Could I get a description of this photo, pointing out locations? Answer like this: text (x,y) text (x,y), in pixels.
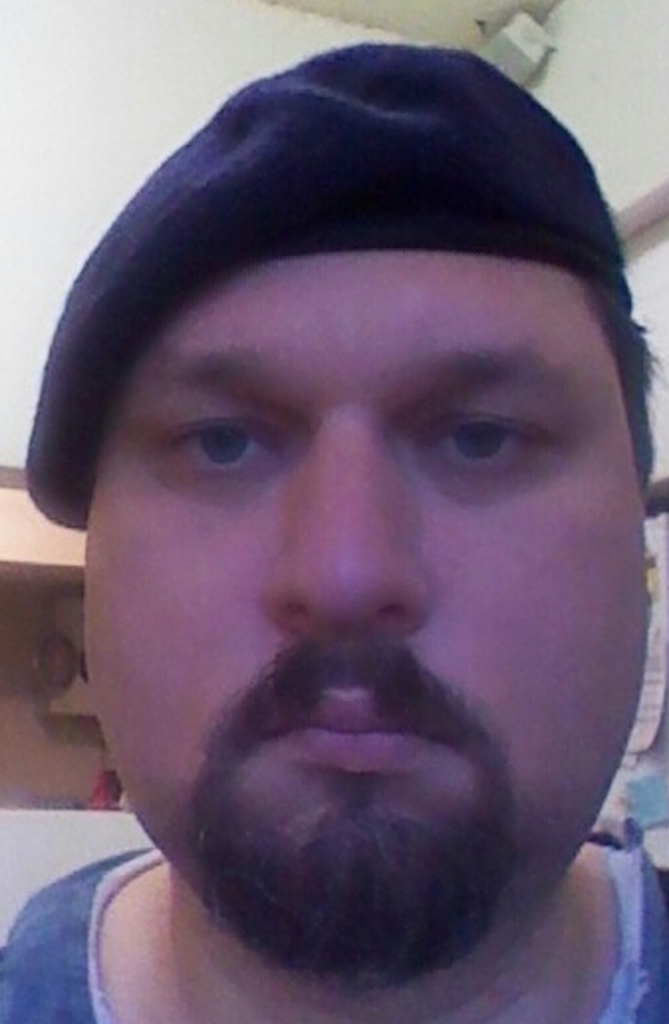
In this picture we can see a man's face (366,372) in the front (284,320), in the background (155,142) there is a wall (121,87), this man (426,714) wore a cap (415,217).
